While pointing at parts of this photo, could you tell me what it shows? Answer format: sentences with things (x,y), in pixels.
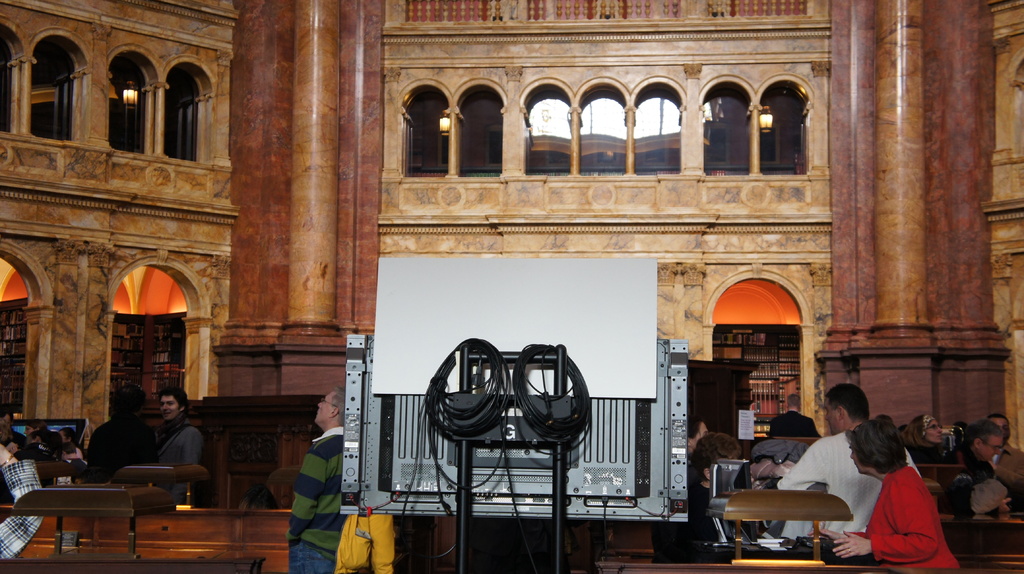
On the left side of the image (150,390) we can see book shelf (153,378), two persons (165,456) are standing. In the middle of the image (570,285) we can see a person (323,527) is standing, some wires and a cardboard (422,329) are there. On the right side of the image (931,423) we can see some people (927,445) are sitting on the benches (970,549) and two people (815,459) are standing.
